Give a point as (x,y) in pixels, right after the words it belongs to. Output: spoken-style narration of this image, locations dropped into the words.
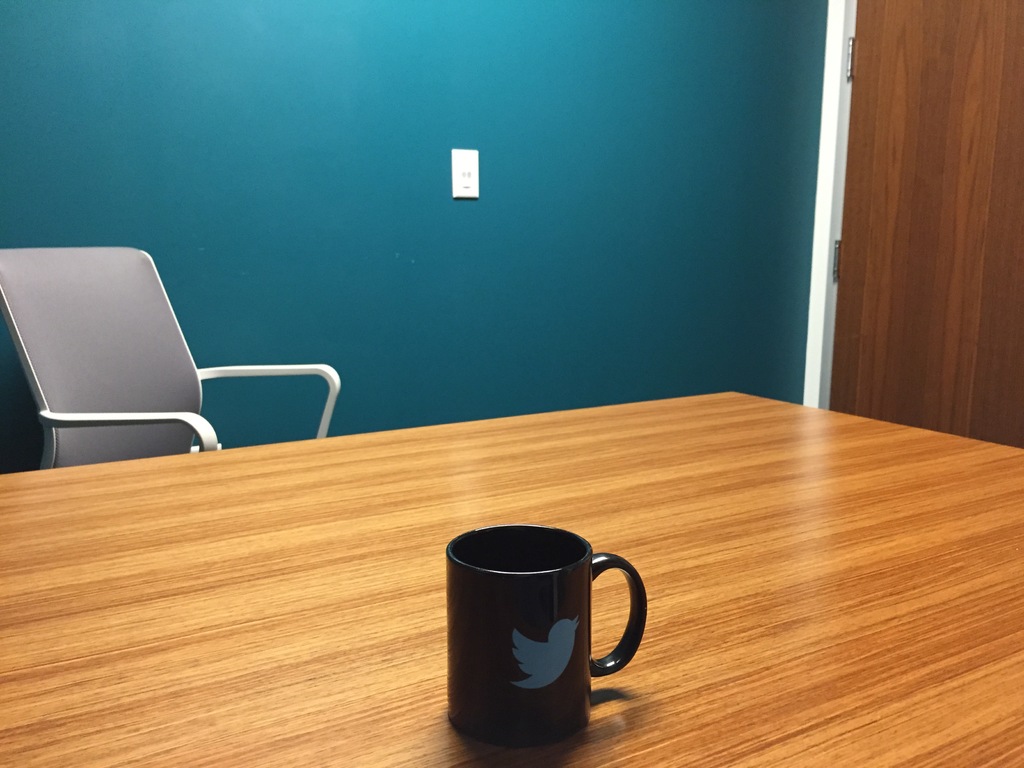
this picture shows a chair (151,419) and a cup (539,568) on the table (645,666) and we see a door (893,42).
